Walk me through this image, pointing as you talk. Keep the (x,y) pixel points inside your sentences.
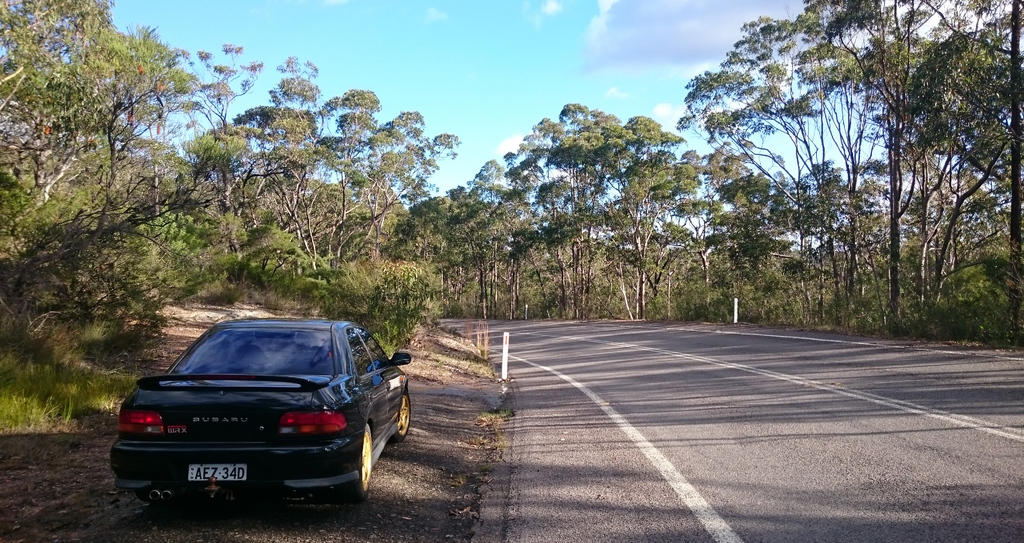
In this image we can see a black color car (352,421) parked on the land (386,475). We can also see the grass (66,398), trees (318,258) and also two white color rods (503,372). At the top (521,56) there is sky (576,51) with some clouds (608,44) and at the bottom (681,417) we can see the road (912,424).
